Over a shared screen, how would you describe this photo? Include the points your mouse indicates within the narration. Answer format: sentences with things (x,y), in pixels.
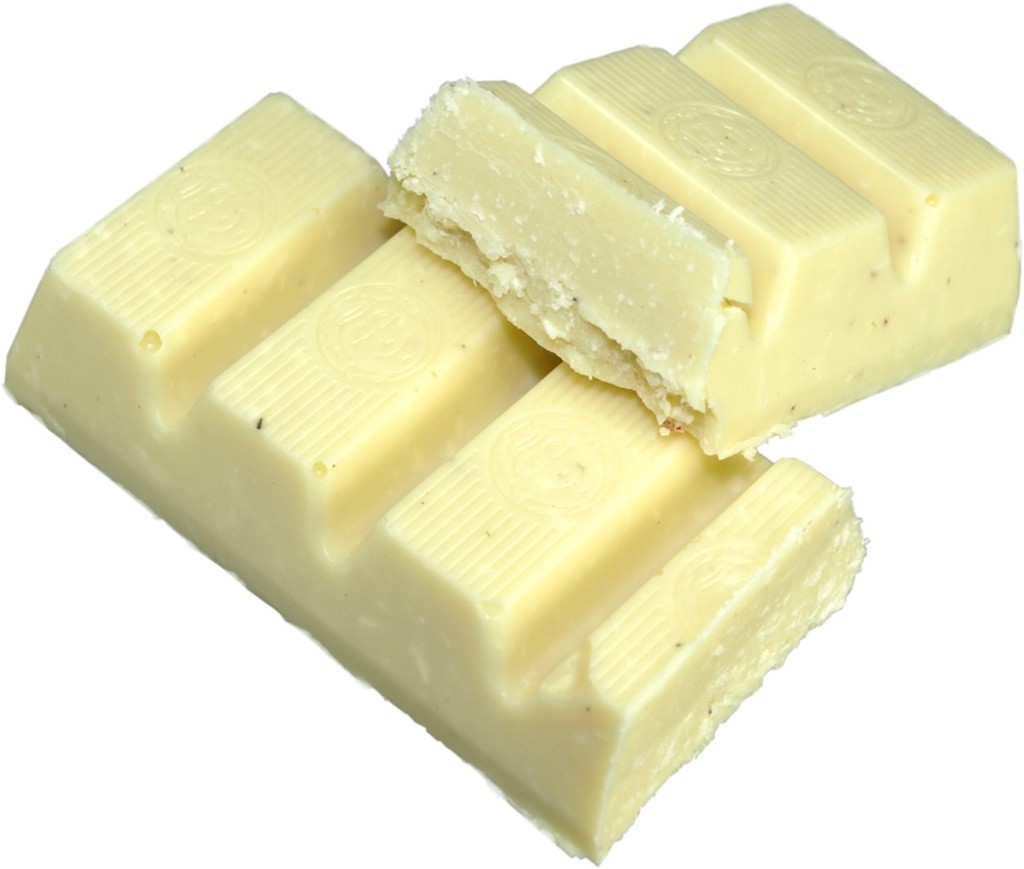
In the middle of the image (522,430) there are two bars of white chocolate (433,374) on the white surface (446,796).
